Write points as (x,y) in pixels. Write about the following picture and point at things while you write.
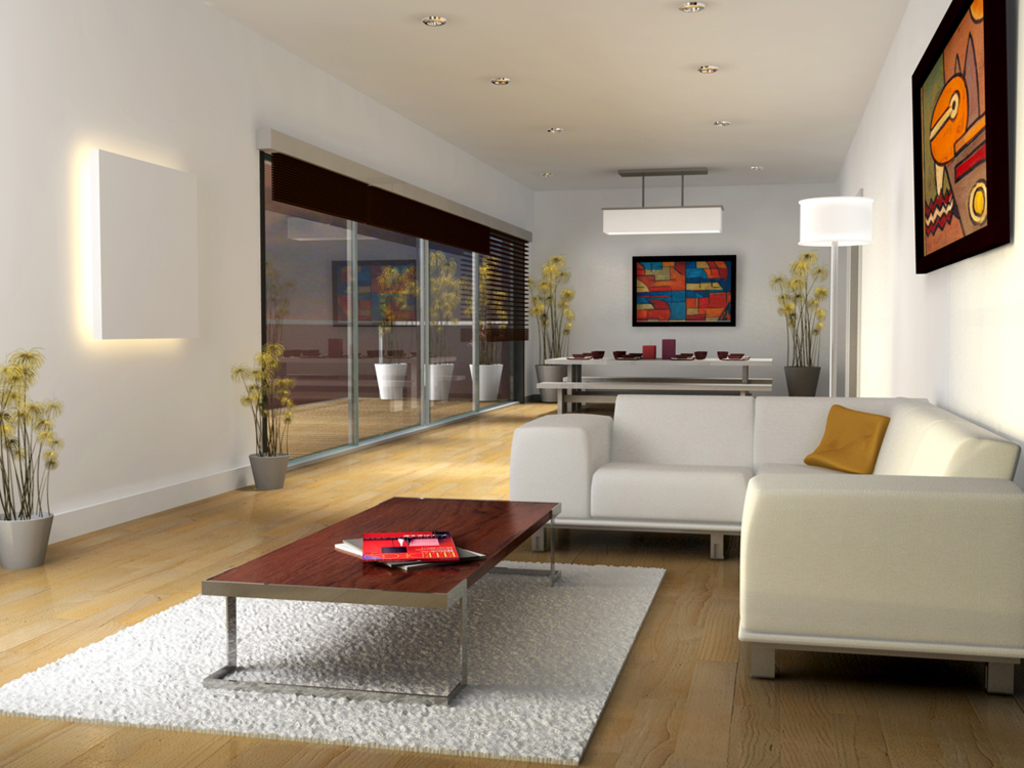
As we can see in the image there is a white color wall (187,85), pots (49,523), banner (652,325), sofa (677,427) and table (423,519). On table (401,594) there are books (380,557).
